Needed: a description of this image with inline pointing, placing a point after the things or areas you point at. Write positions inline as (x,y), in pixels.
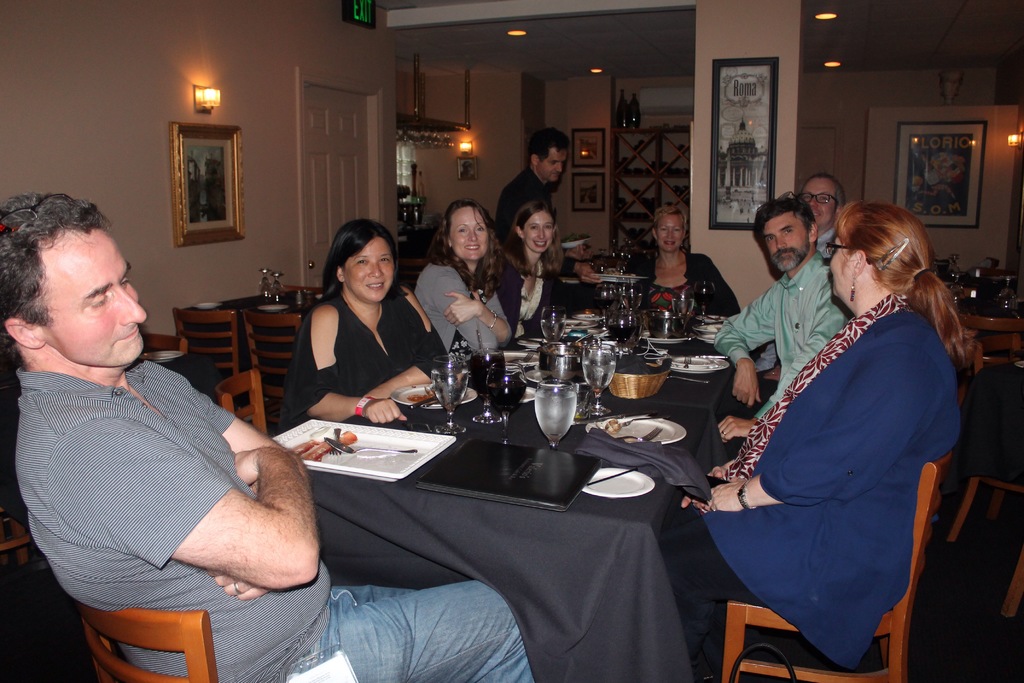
In this image I can see people (57,373) where one is standing and rest all are sitting on chairs (181,682). I can also see smile on few faces (374,292). Here on this table (574,543) I can see glasses (508,432), plates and spoons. In the background (227,336) I can see few more chairs (230,332), tables (215,367) and few frames (202,131), lights (197,94) on these walls (277,70).
